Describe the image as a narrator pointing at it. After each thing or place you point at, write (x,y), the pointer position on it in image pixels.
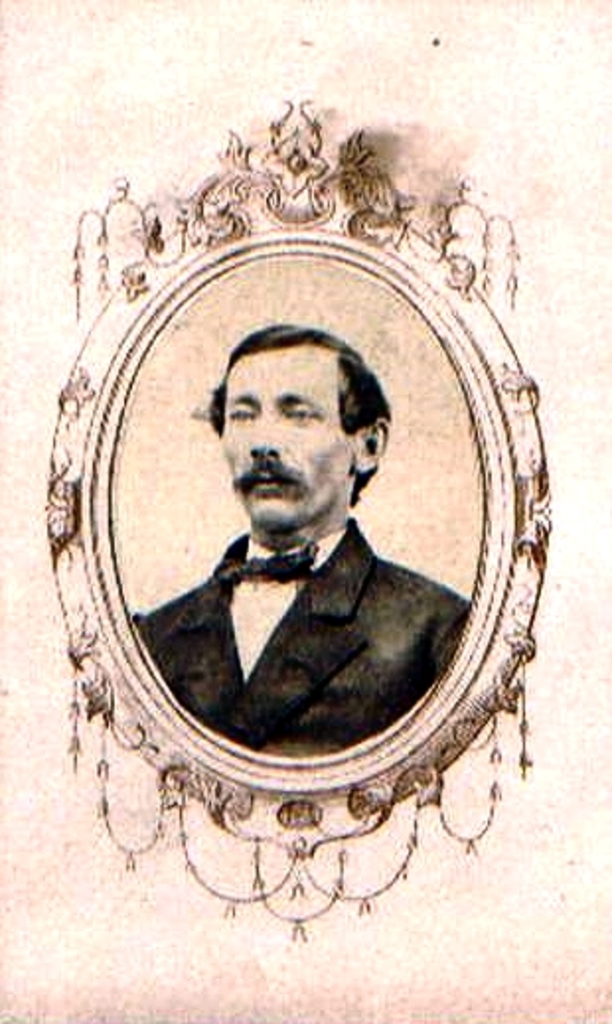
We can see photo of a man (212,699). In the background (456,159) it is cream color.
